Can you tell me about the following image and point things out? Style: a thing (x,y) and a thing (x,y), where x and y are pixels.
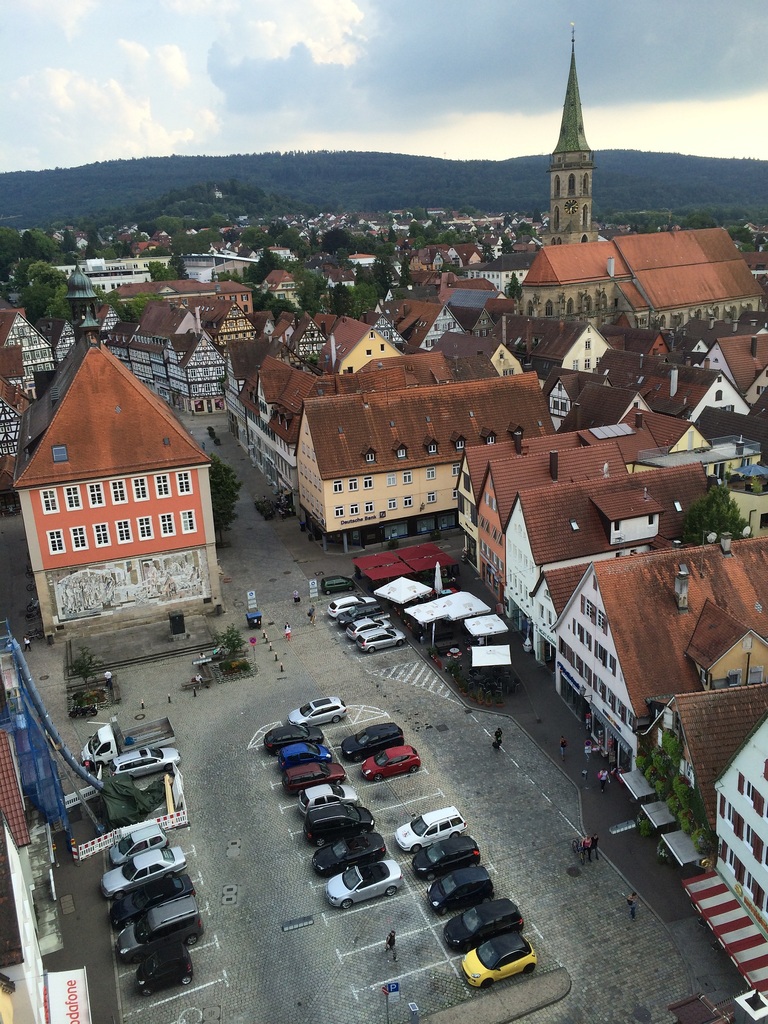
This is a picture of city (186,738). In this picture there are cars (286,729), roads (267,587), buildings (375,510), trees (50,305), tents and table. In the background (491,177) there are hills (522,197). Sky (136,44) is cloudy.
